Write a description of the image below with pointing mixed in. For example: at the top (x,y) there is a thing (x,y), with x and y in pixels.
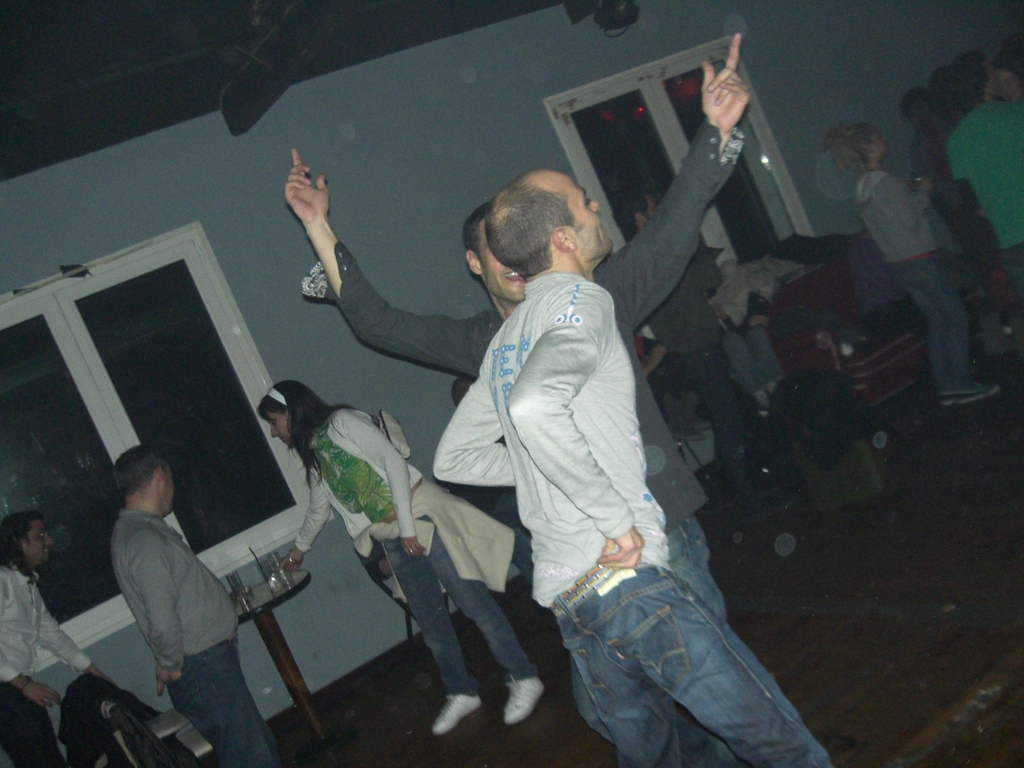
This picture describes about group of people (395,512), in the background (293,586) we can find baggage (820,447), chairs (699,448) and few glasses (246,597) on the table (259,612).
